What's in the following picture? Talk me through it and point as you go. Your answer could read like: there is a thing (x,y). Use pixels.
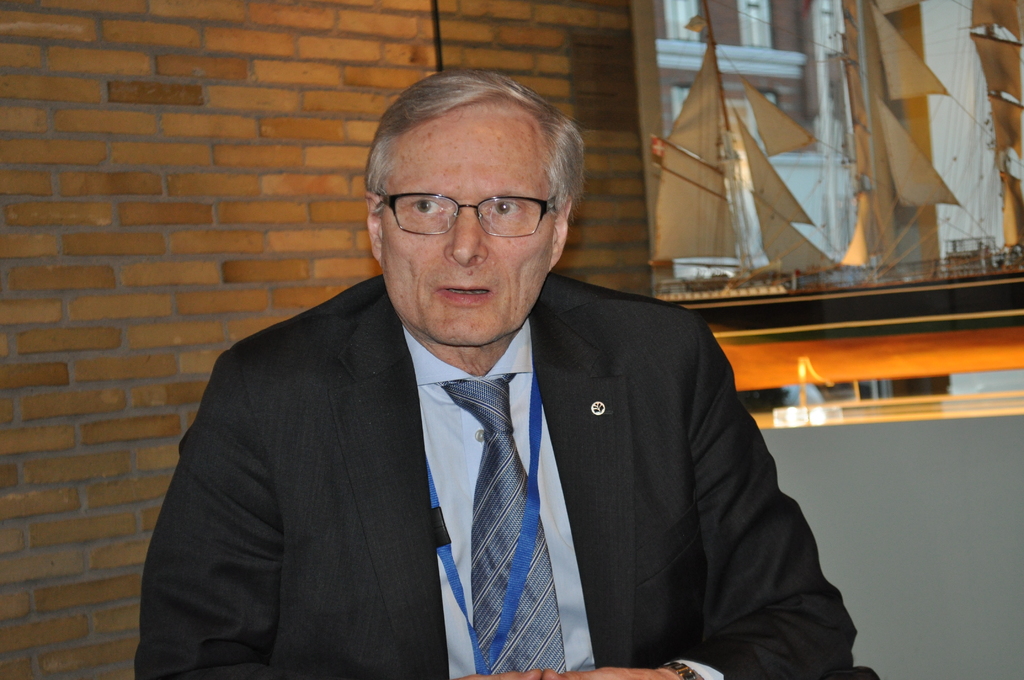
In this image we can see a person (423,428) wearing specs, tag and a watch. In the back (107,91) there is a brick wall (254,94). Also there is a model ship (928,173) near to the window (784,85). Through the window (766,22) we can see building (793,61) with windows (755,38).
